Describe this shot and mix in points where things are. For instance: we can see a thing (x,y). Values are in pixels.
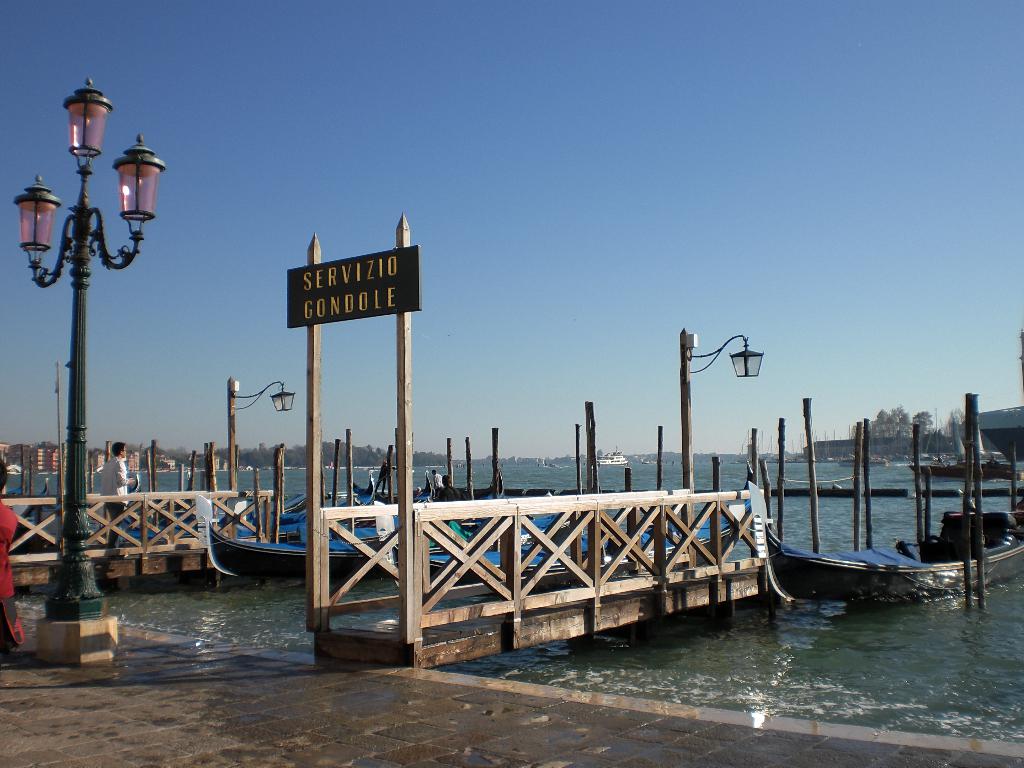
In this image there are few bridges (523,637) on the water (697,627). A street light (77,615) is on the floor (71,721). Left side there is a person (3,545) standing on the floor (145,661). A person (117,512) is standing on the bridge (173,525). There are few boats (890,578) on water (848,612). A ship (620,463) is sailing on water (600,473). Background (895,434) there are few trees (927,444). Few lights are attached to the pole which are on the bridge (597,535). A name board (408,285) is attached to the poles (318,605). Right side (931,431) there are few buildings (834,452) and trees (874,434). Top of the image (579,175) there is sky (581,192).
